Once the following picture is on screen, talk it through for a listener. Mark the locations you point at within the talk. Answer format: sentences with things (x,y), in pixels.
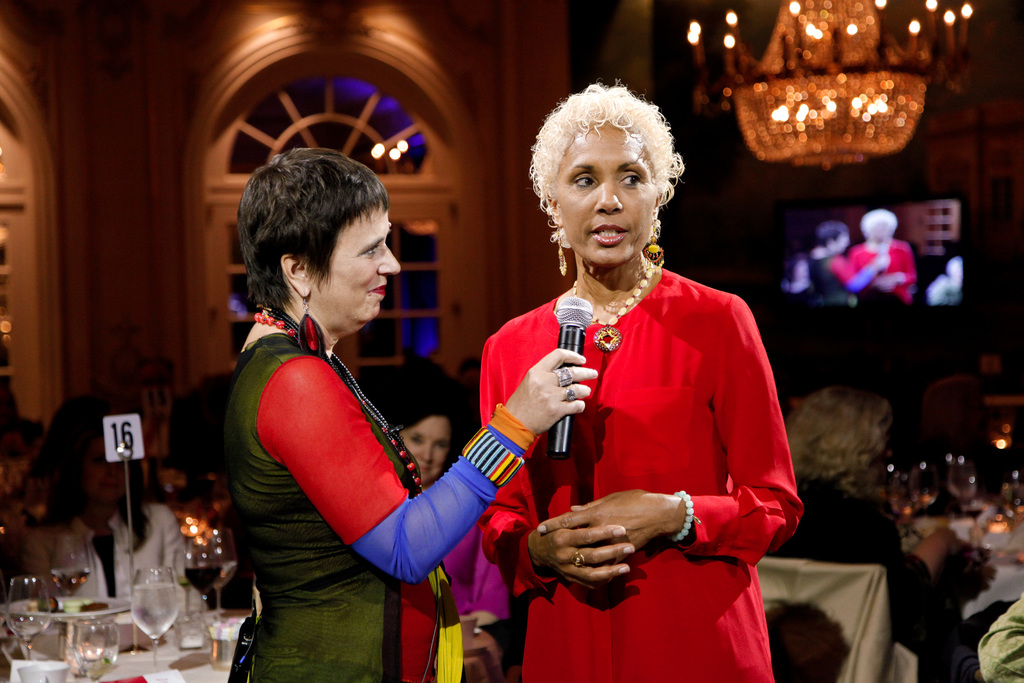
In this image we can see few people (848,530) sitting on the chairs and two of them are standing, a person (560,382) is holding a mic (569,308), there are few glasses (147,581) with drink (146,608), a board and few objects (215,646) on the table (182,655) and in the background (868,266) there is a screen (884,223), chandelier (869,103) and a door (429,273) to the wall (469,230).
